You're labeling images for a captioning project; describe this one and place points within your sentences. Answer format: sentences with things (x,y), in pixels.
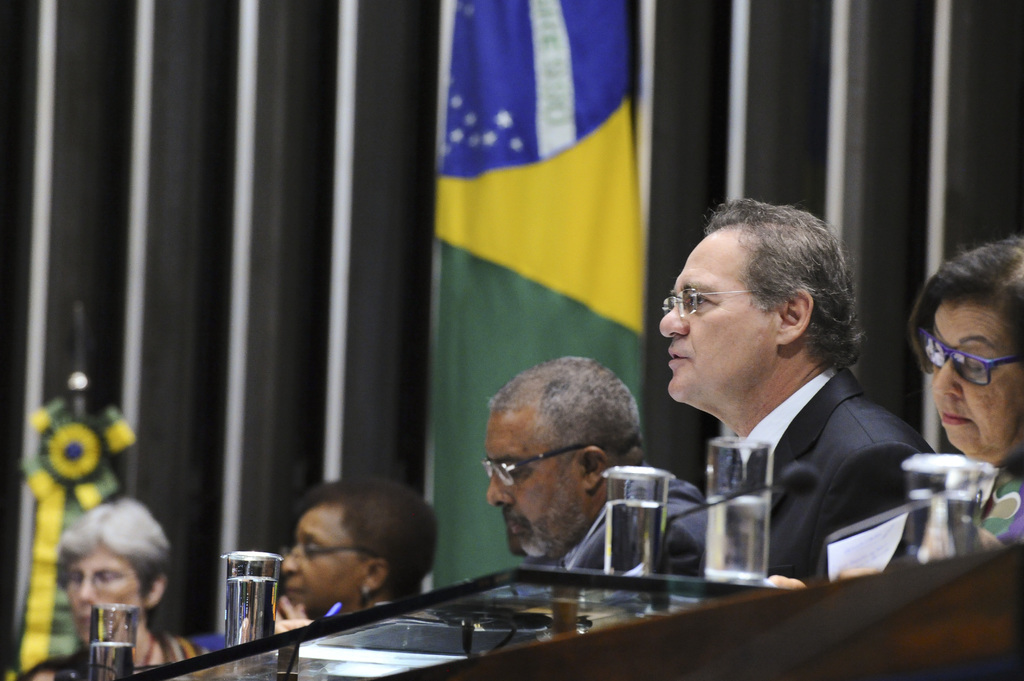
In this image there are people (110,521). Before them there is a table (399,608) having glasses (954,521). Behind them there is a flag (480,294). Left side (50,511) there is an object (53,457). Background (990,195) there is a wall (349,324).
